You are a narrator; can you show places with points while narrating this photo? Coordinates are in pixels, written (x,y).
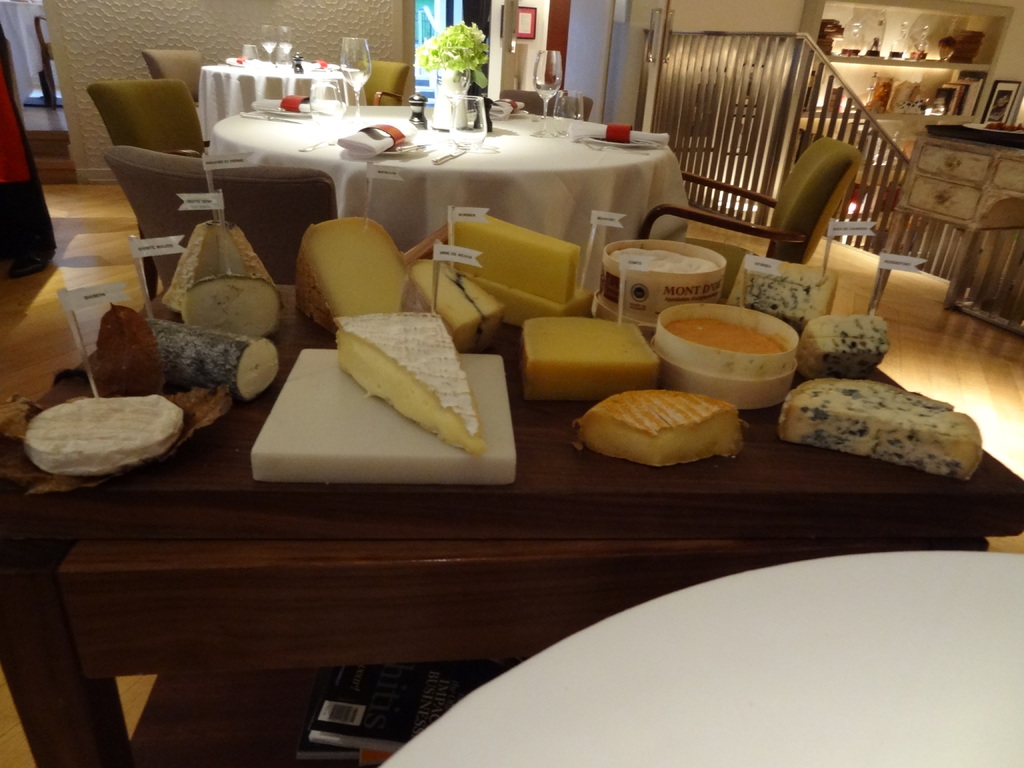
In this picture we can observe a brown color table (591,478) on which there is some food (247,379). We can observe some cheeses (315,274) on the table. There is a white color table (481,183) on which there is a small plant (443,57), plates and tissues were placed. There are some chairs (756,199) around these white tables (608,199). On the right side (771,78) there is a railing (802,100) and stairs (854,200). In the background (120,44) there is a wall (177,18).
